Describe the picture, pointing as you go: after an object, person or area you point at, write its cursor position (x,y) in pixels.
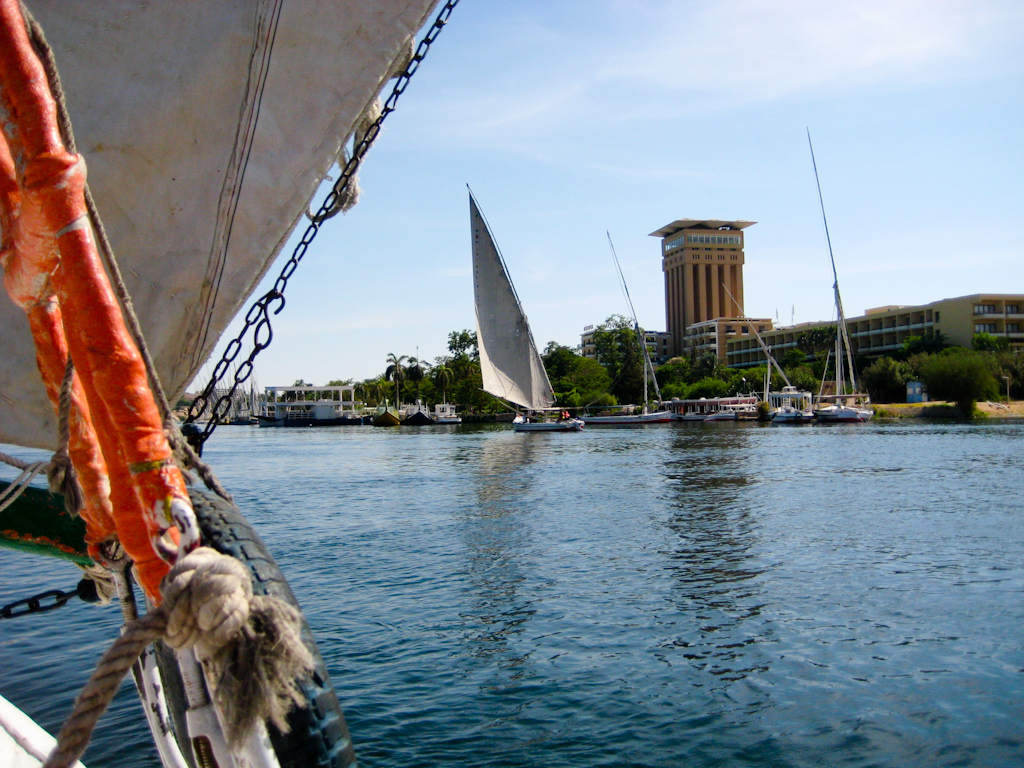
In the foreground of this picture (171,534), there are rods (123,482), rope (215,594), mainsail (205,158), boom (53,528) of a boat (39,536). In the background (293,471), there is water (551,479), boats (505,382), buildings (731,335), trees (472,356), sky (695,196) and the cloud (850,8).
